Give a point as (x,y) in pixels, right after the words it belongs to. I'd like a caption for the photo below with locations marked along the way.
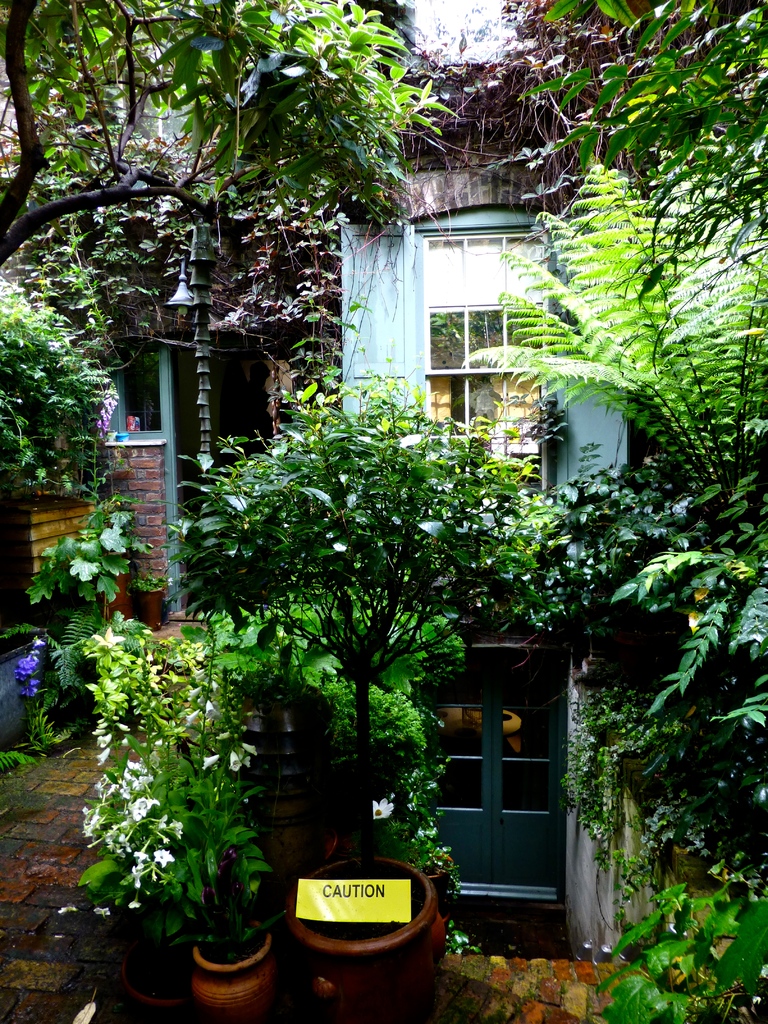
In this image we can see buildings (273,327), doors (503,680), windows (502,329), bells (207,274), pole (203,326), floor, house plants (207,931), trees (450,426) and a sign board (305,909).
